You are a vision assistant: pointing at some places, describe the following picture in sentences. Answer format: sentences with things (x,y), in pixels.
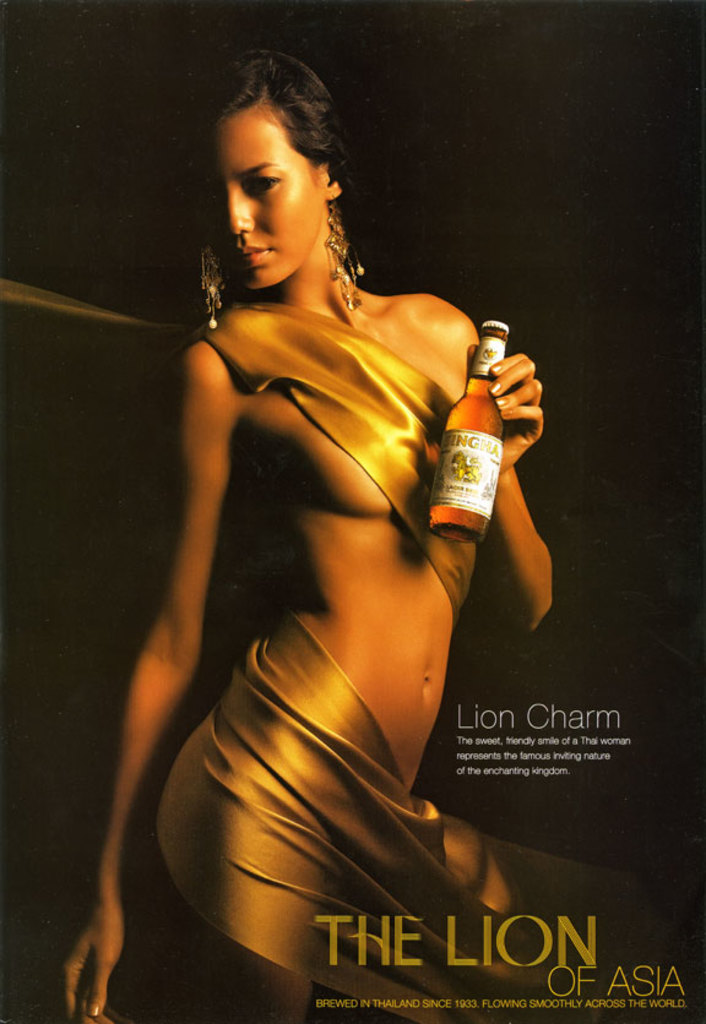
In this image i can see a woman (275,618) in golden outfit (372,433) is standing and holding a beer bottle (497,332) in her hand (502,374).
